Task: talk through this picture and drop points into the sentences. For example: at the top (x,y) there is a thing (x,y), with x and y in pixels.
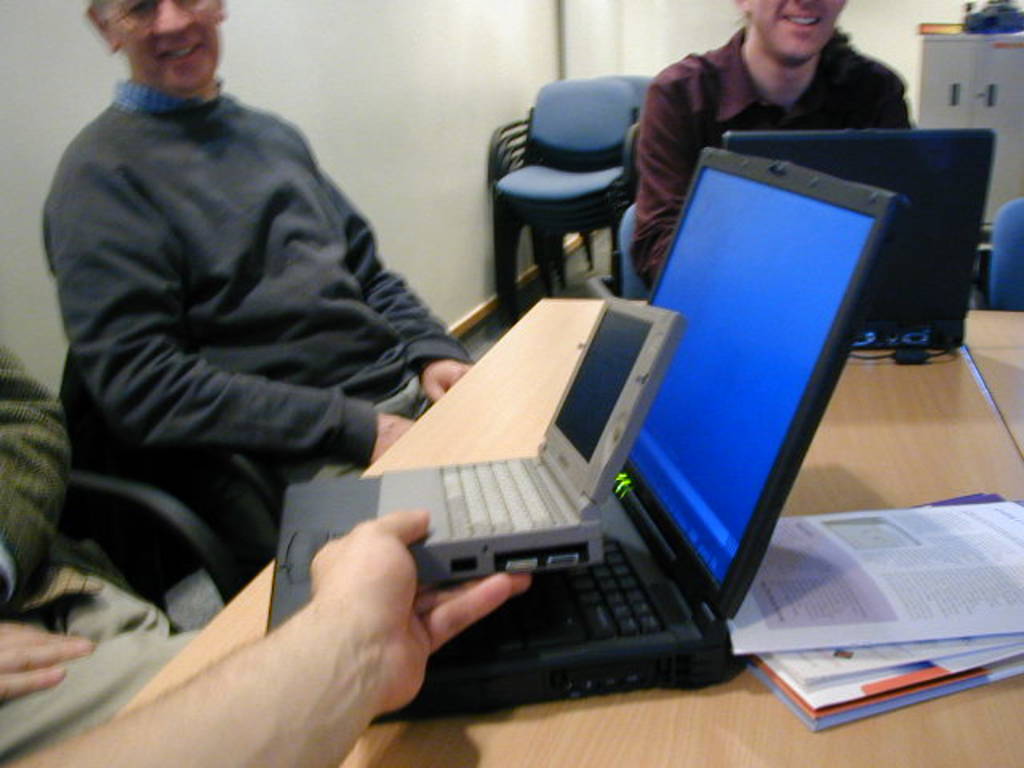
In the foreground of this image (539,523), there is a mini laptop (495,540) holding by the hand (340,670) of a person (393,673) and also there are two laptops (697,542) and few books (855,662) and papers (829,681) on the wooden surface (678,747). Around the table (687,759), there are three persons (306,359) sitting on the chairs (219,510). In the background (566,168), there are chairs (579,147), wall (660,42) and a white cupboard (1002,68).
